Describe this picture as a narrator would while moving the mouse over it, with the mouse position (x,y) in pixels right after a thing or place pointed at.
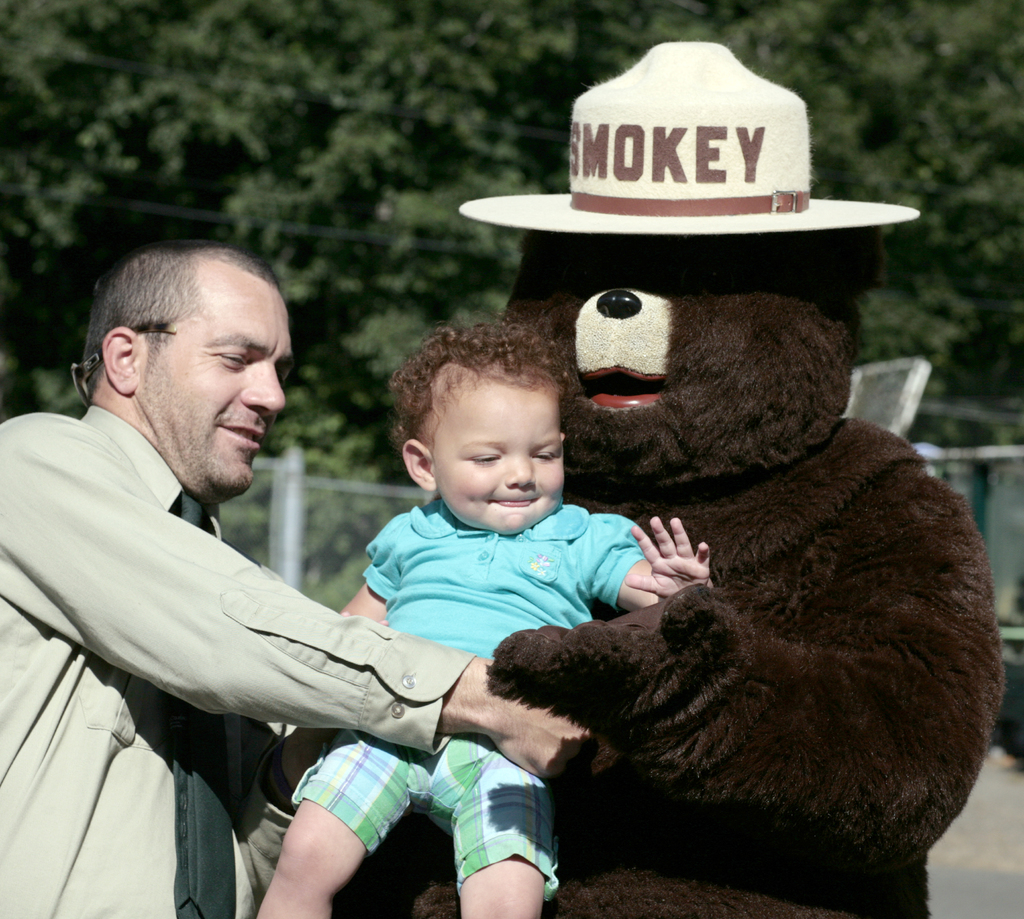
In this picture we can see a man (254,792) and a kid (366,831), we can see bear costume (731,499) on the right side (752,576), in the background (303,55) there are some trees (375,57).
